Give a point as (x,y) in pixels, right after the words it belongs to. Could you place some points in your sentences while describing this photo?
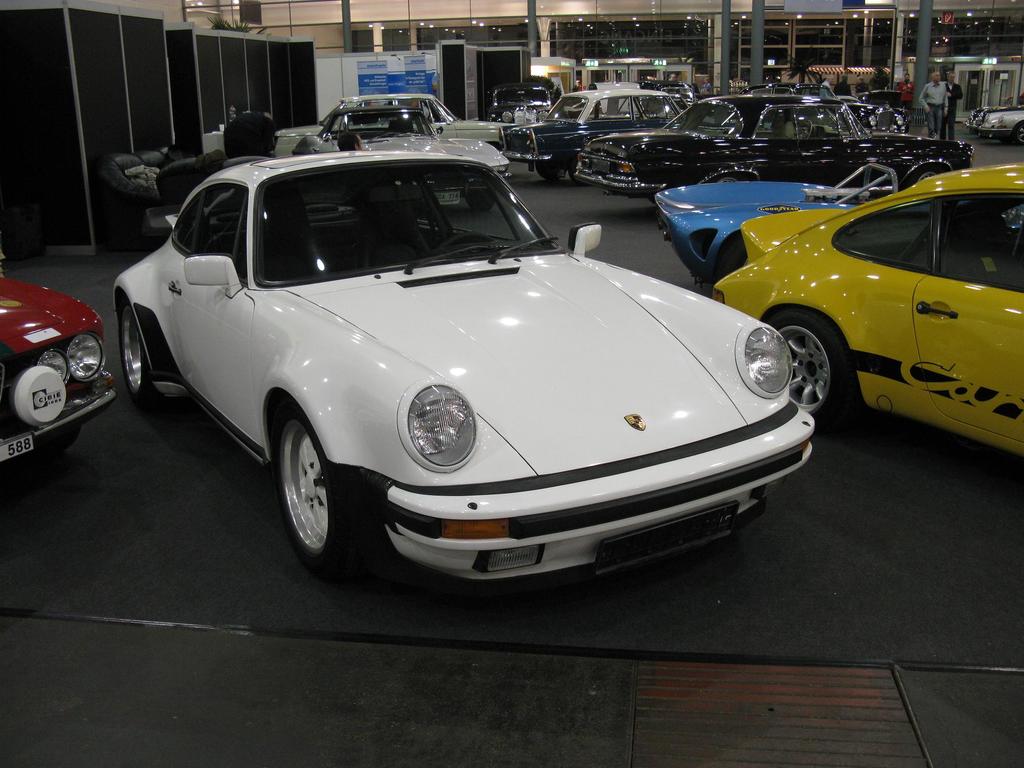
In this image there are cars (820,273) and on the left side (174,146) there are objects (139,187) which are black in colour. On the right side (931,123) there are persons (939,111) standing. In the background (529,33) there are lights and there are pillars (919,24) and there are boards (417,78) with some text (404,80) written on it.
